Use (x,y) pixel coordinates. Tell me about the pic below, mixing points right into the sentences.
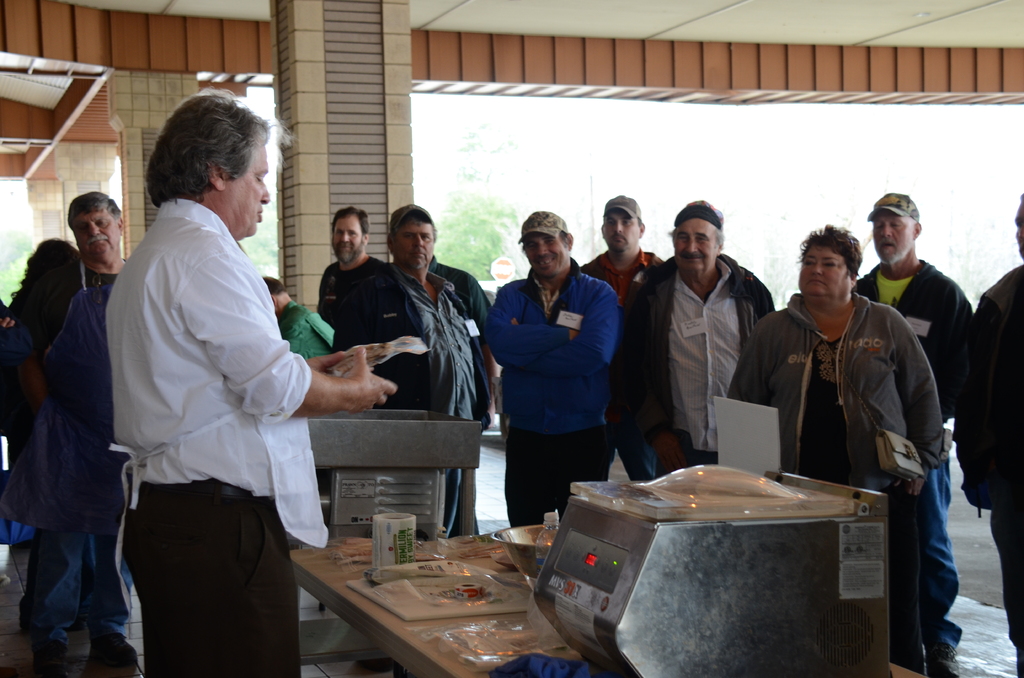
In the image we can see few persons (567,236) were standing around the table (549,641). On table (578,641), we can see machine (778,571), plastic cover (446,596), tape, bowl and water bottle (549,540). In the background (269,115) there is a sky (825,142), sign board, pillar (341,140) and wall (103,139).
